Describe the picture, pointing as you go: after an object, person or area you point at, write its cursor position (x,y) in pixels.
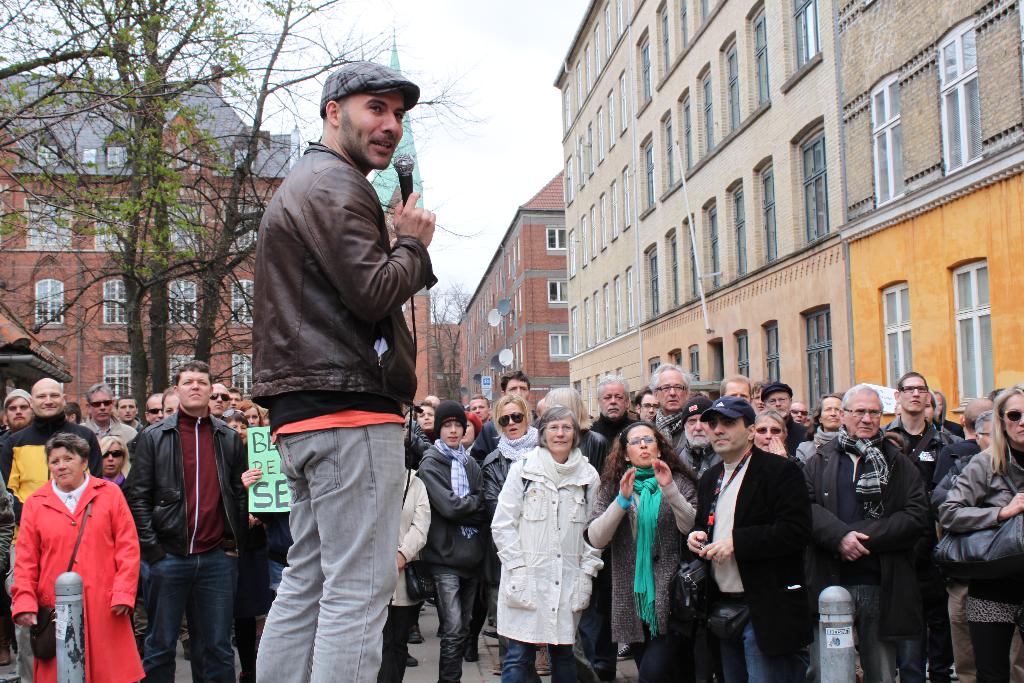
In this image we can see there are people (635,521) standing on the ground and there is an another person (361,202) holding a microphone (408,180). And there are buildings (862,114), poles (825,628), trees (208,167) and the sky (513,204).
